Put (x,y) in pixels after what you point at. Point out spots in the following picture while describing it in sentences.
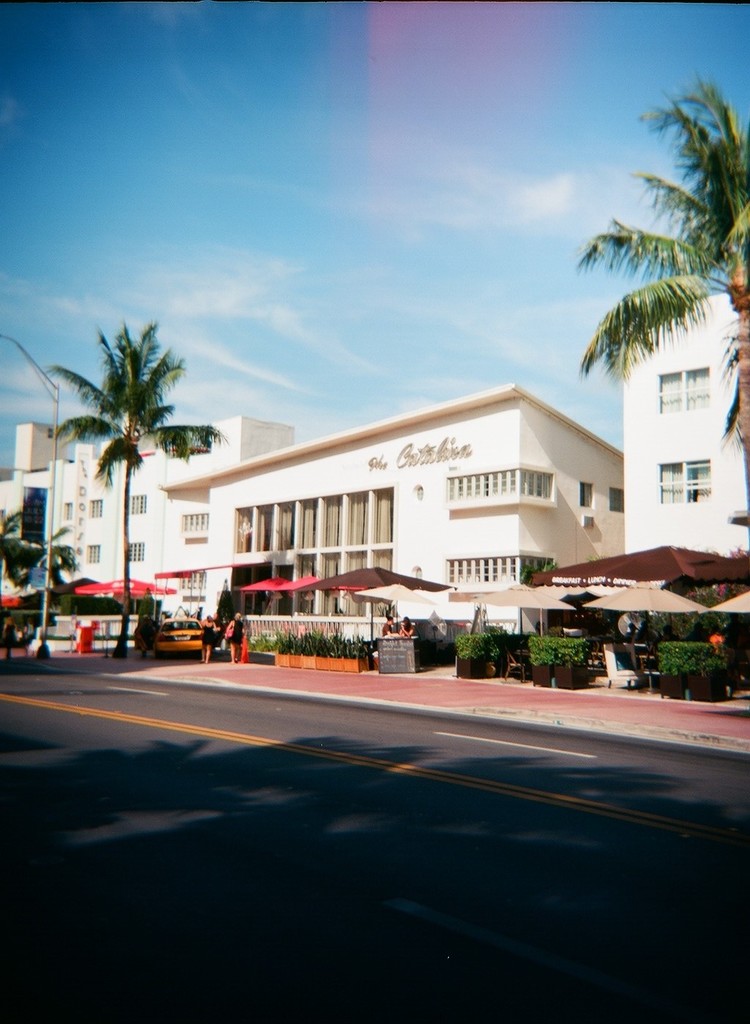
In the center of the image (390,629) we can see a group of people (212,643) standing on the ground (376,670), a group of plants (91,612), sheds (649,610), a vehicle (170,645) parked on the ground (188,657) and some trees (125,591). In the background (159,510), we can see a group of buildings (226,528) with windows (497,480) and text (423,458) and the sky (416,339).
